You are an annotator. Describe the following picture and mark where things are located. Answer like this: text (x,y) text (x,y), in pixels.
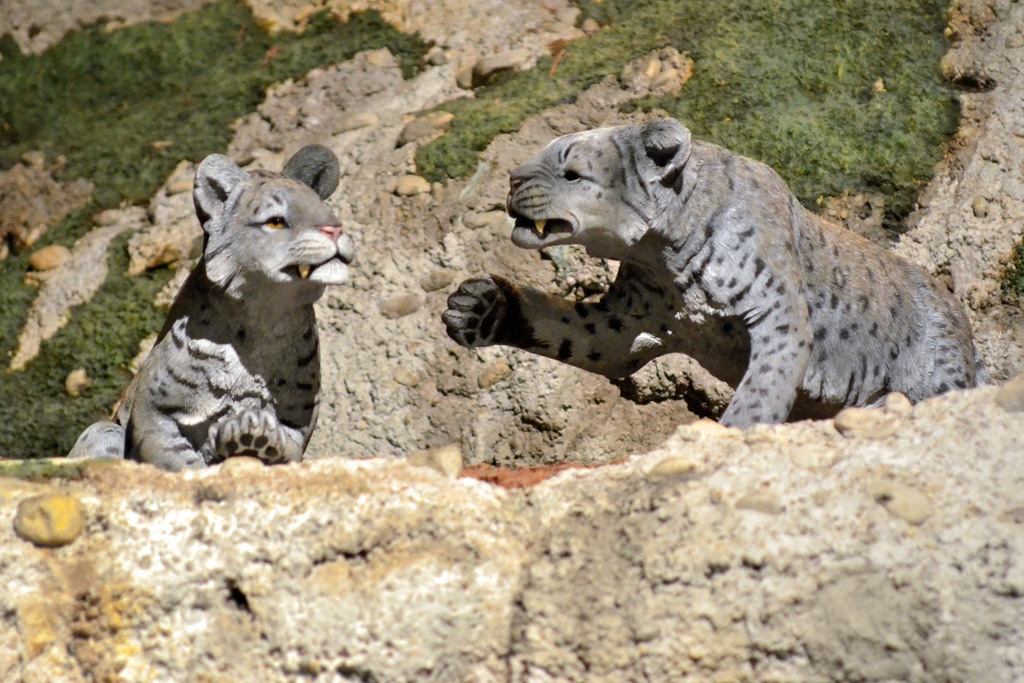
In this picture we can see two animal statues (489,326).
